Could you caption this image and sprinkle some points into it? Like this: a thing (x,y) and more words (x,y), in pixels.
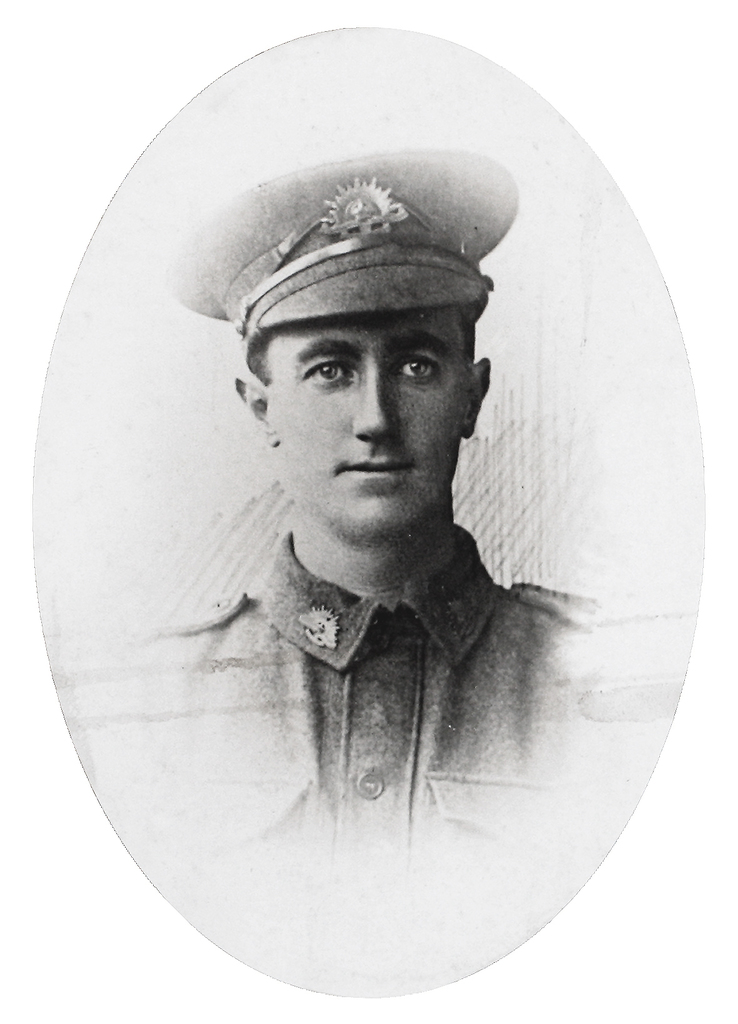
In this image there is a photo of a man (361,414) who has a cap (403,253) on his head (403,442).
